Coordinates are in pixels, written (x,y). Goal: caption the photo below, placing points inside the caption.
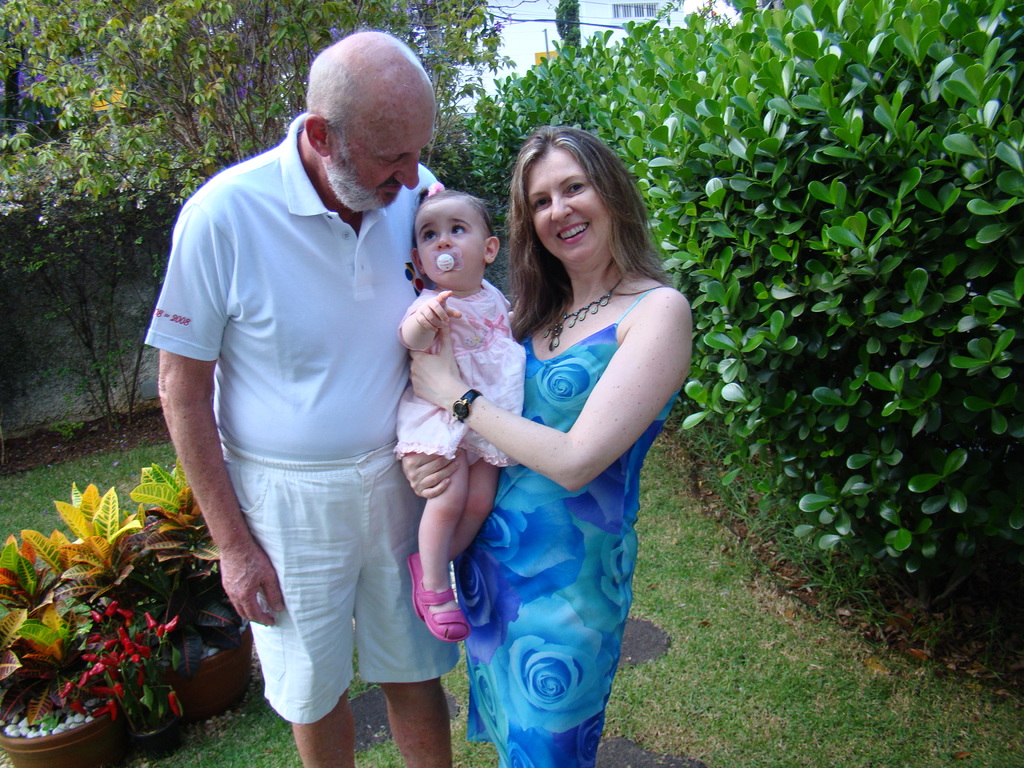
In this picture we can see there are two people (374,580) are standing and the woman (523,498) is holding a baby (473,374). Behind the women (549,404) there are plants (102,90), trees (102,90) and a wall (74,363).
